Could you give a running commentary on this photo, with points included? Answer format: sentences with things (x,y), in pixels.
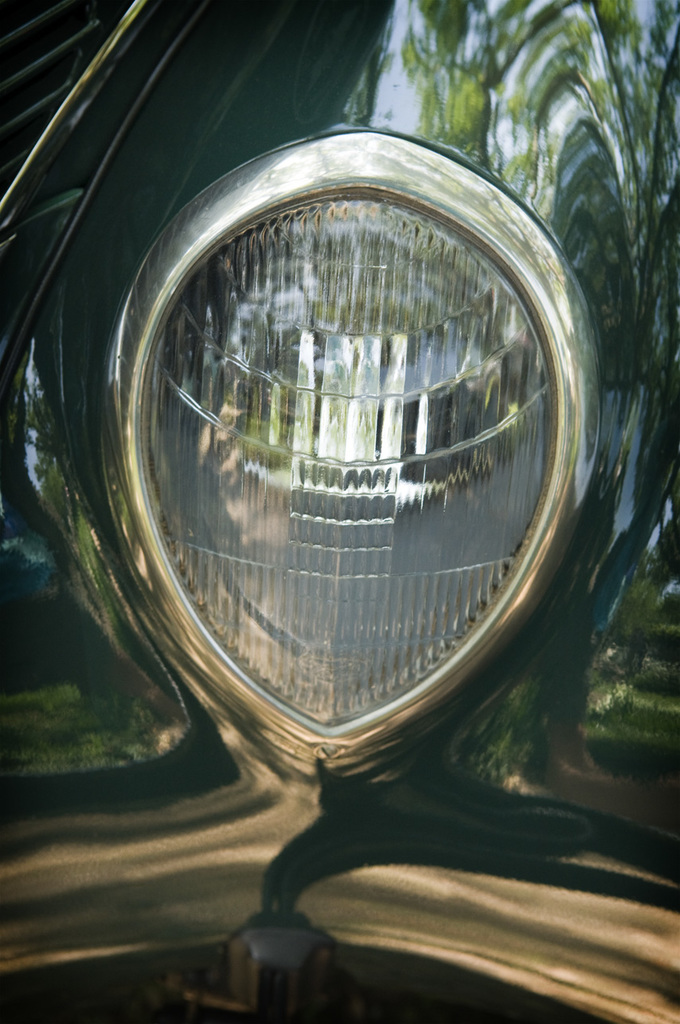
In this image we can see the front light (284,292) of a car (488,379).
